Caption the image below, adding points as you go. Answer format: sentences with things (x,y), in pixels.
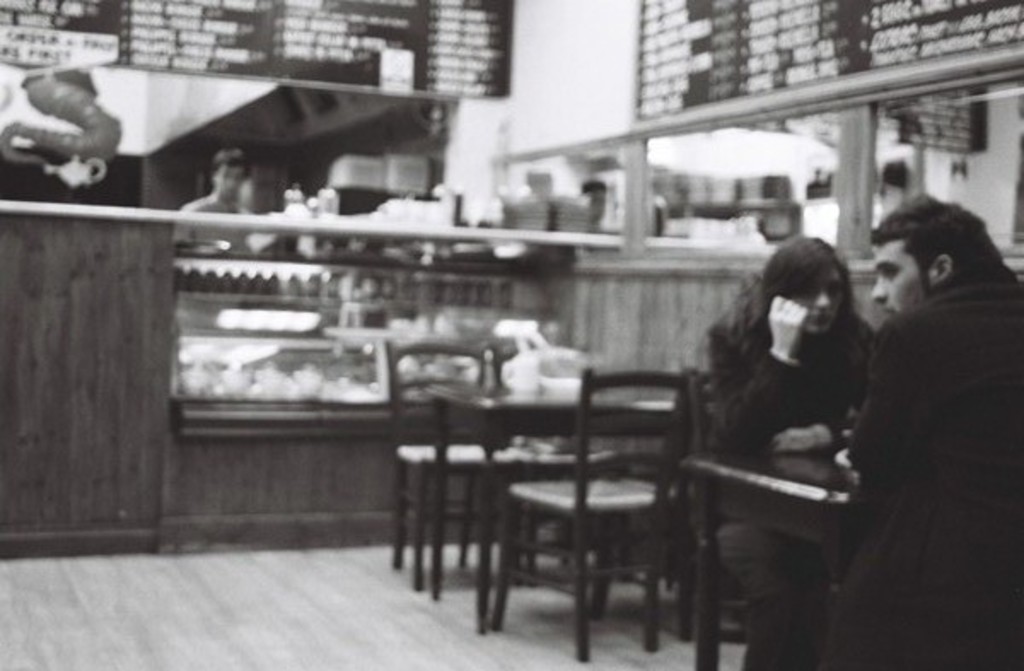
There is a restaurant (427,421). There are three people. On the right side (864,349) persons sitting in a chair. In the top left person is standing. There is a table (529,407). There is a glass (531,389) on a table (520,416). We can see in the background (463,239) there is a cupboard (298,301), food items (286,316).
